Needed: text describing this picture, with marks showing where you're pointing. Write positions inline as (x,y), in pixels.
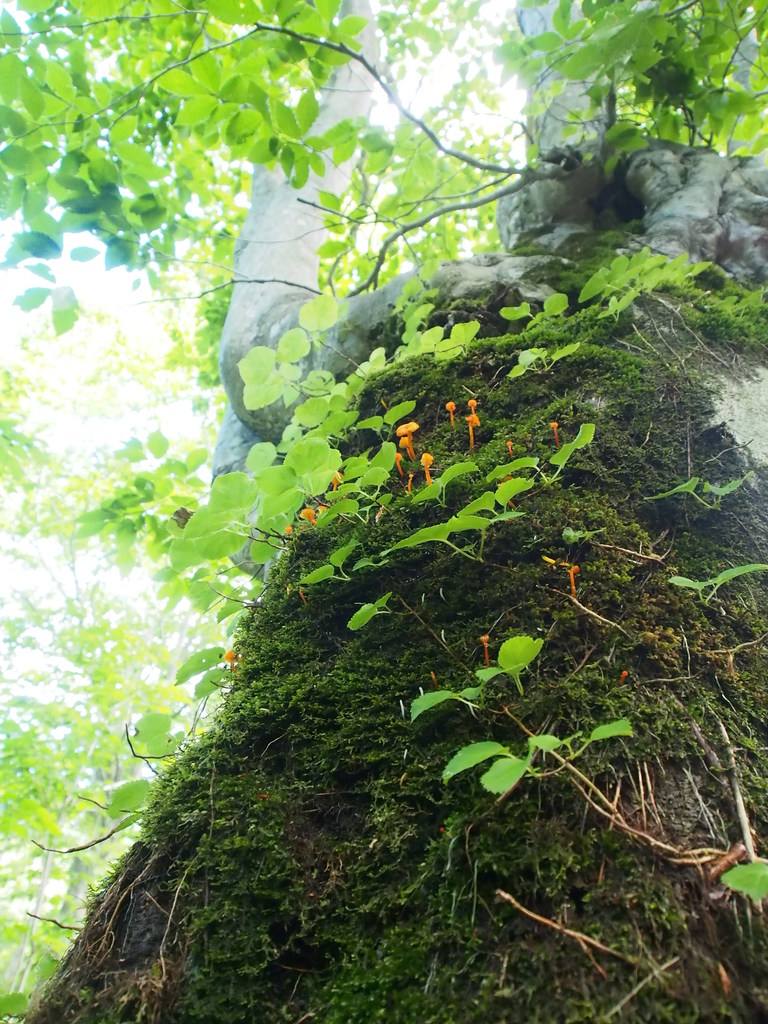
In the center of the image (300,669) there is a tree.
